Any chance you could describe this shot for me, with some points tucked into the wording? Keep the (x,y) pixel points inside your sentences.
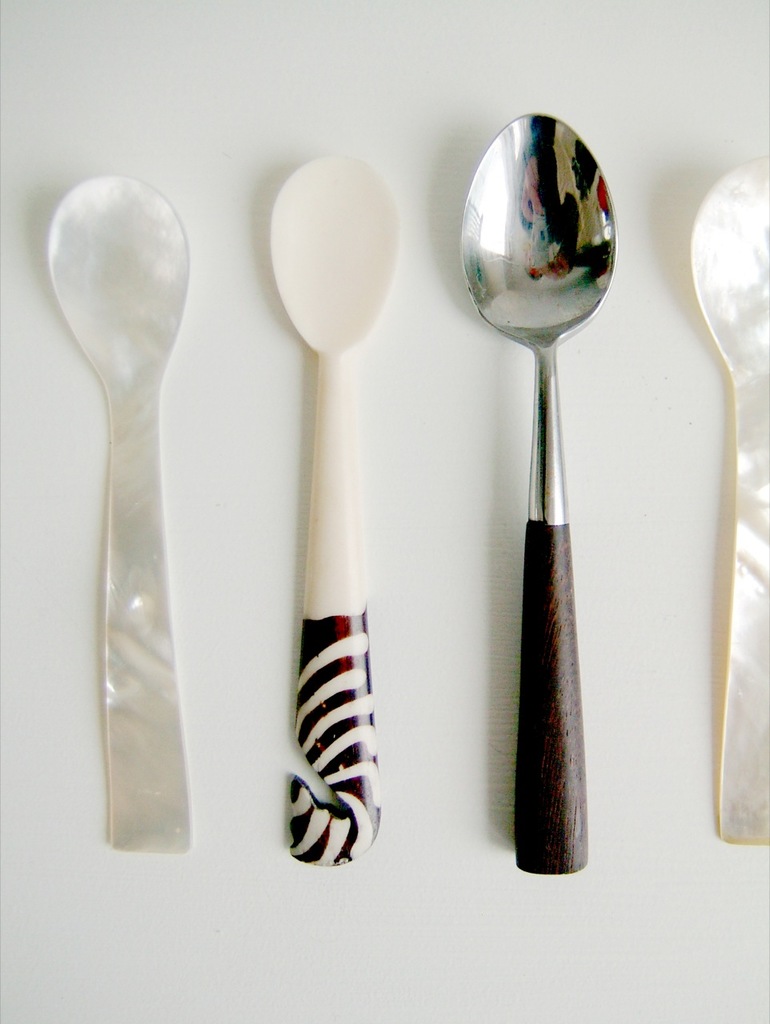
In this we can see four spoons (136,372) which are plastic, glass and steel spoons (555,834) placed on white background (489,957).
